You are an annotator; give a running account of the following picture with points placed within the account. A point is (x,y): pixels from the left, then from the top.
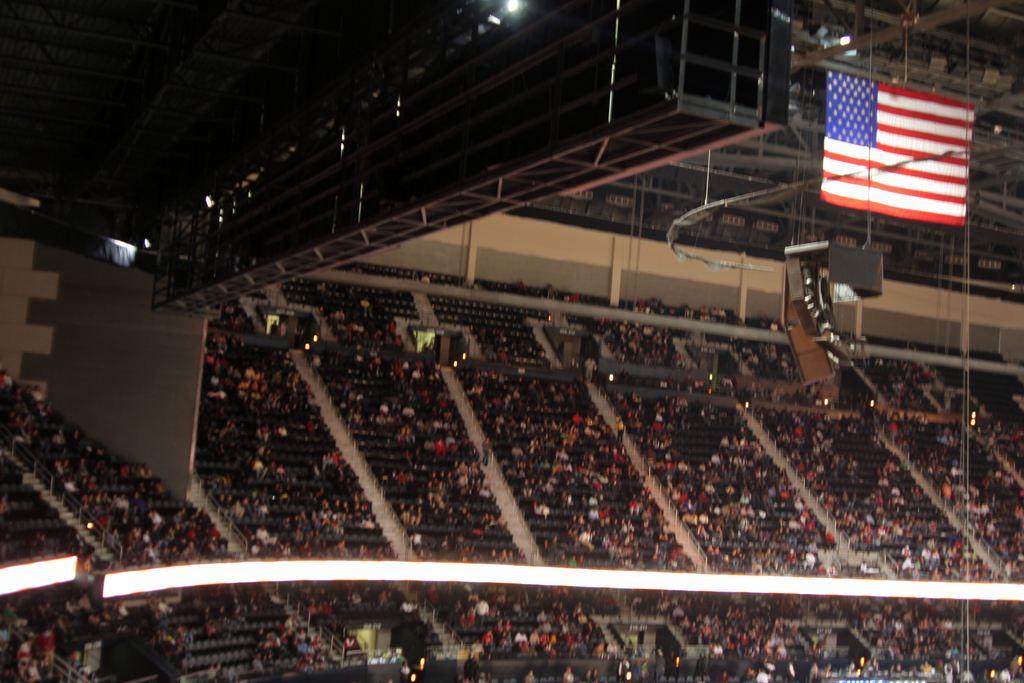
In this image we can see the sitting area (161,483) of the stadium (722,656) where people (436,513) are sitting. At the top of the image (431,48) one flag (931,98) and roof (324,46) is there.
